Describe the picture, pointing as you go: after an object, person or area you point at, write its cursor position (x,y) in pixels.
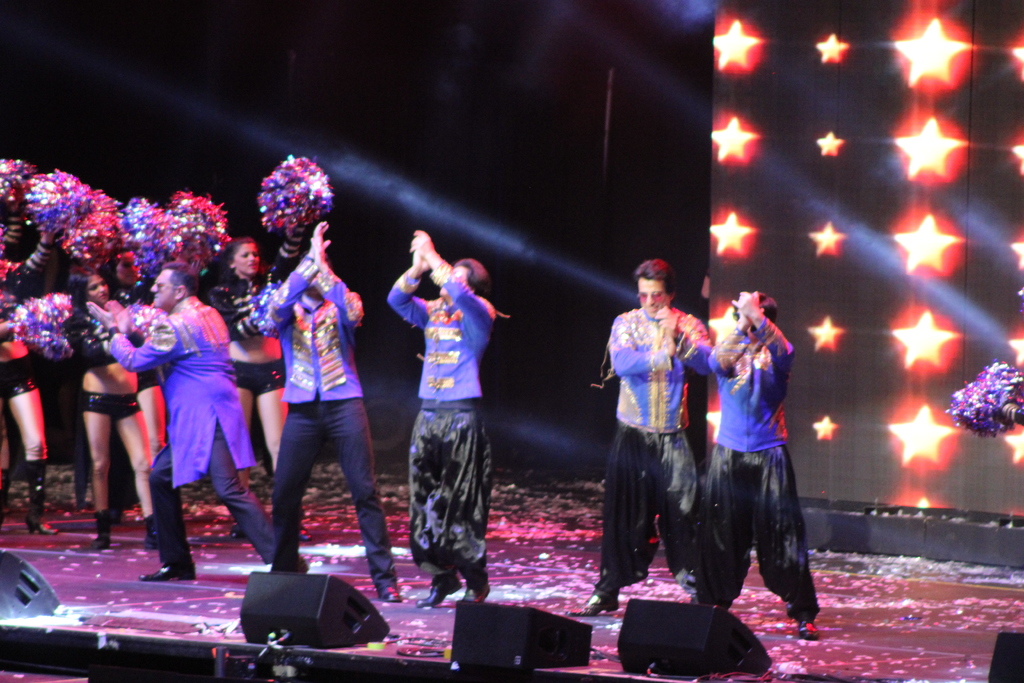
In this image, I can see group of people (311,426) dancing on the stage (550,562). I think these are the speakers (271,617), which are black in color. This looks like a screen (898,176). I can see group of women (114,364) holding pom poms (113,234) in their hands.
